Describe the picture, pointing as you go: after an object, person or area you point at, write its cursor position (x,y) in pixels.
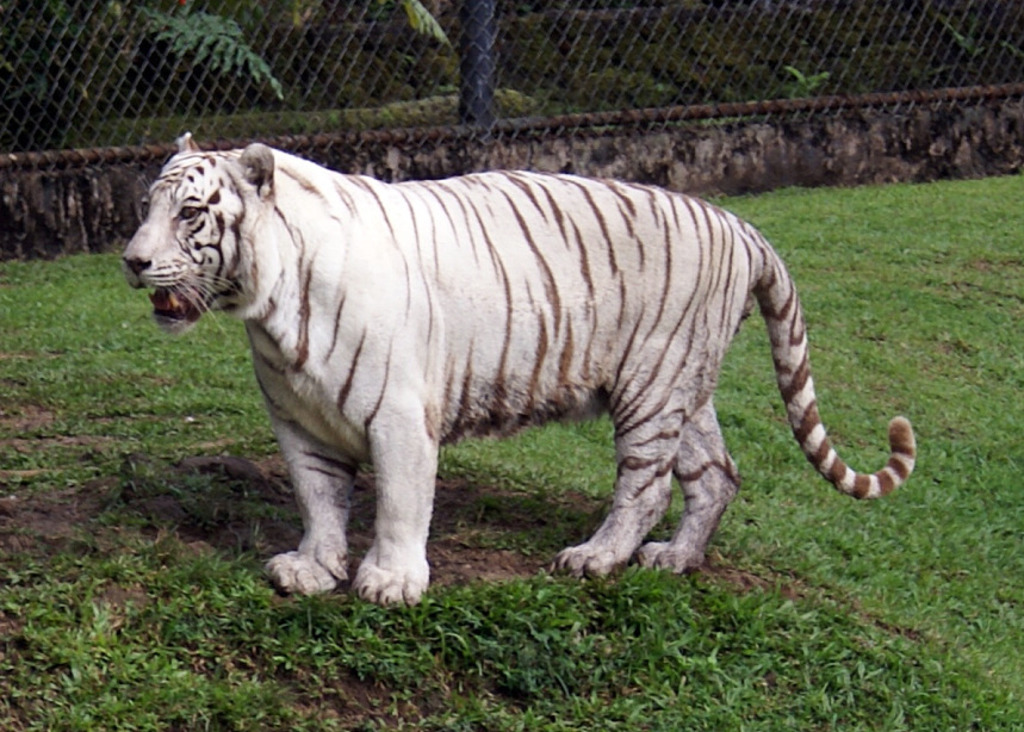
In this image in the middle (430,364) there is a tiger (514,315). At the bottom (823,617) there is grass (942,392). In the background (727,60) there are plants (353,53), trees (545,58) and a net (634,57).
